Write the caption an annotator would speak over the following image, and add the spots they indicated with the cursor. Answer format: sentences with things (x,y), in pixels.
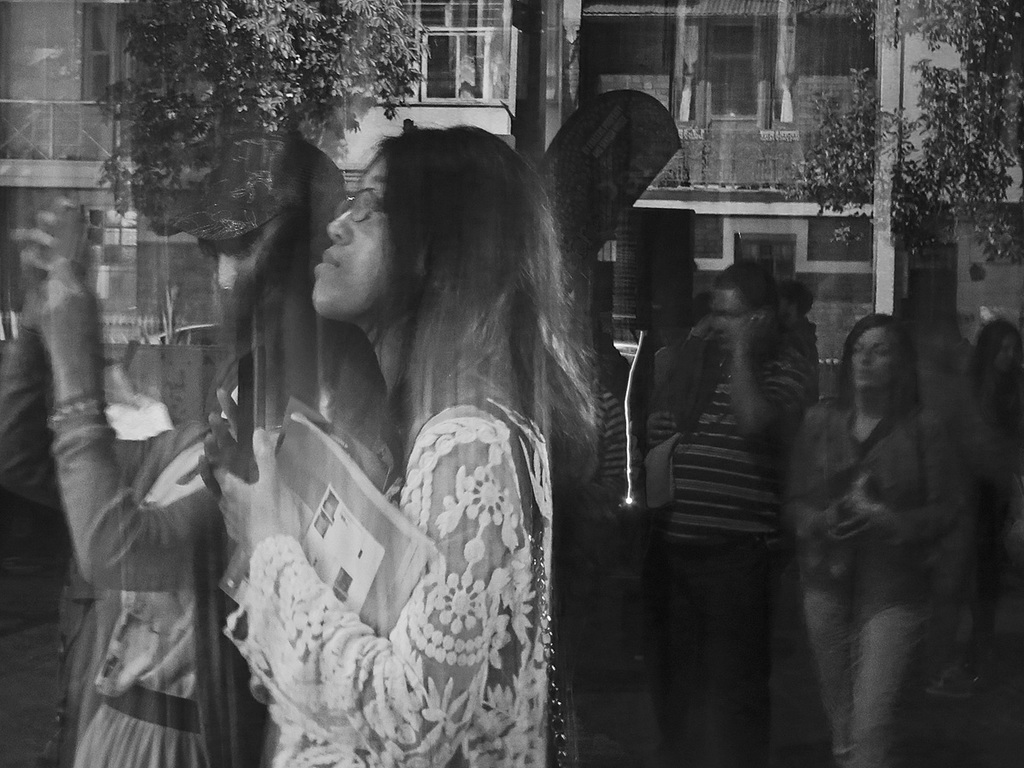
In this image I can see few people (226,455) are standing and I can see she is holding a book (312,548). In the background (191,141) I can see few trees (150,163), building (579,67) and I can see this image is little bit blurry. I can also see this image is black and white in colour.
